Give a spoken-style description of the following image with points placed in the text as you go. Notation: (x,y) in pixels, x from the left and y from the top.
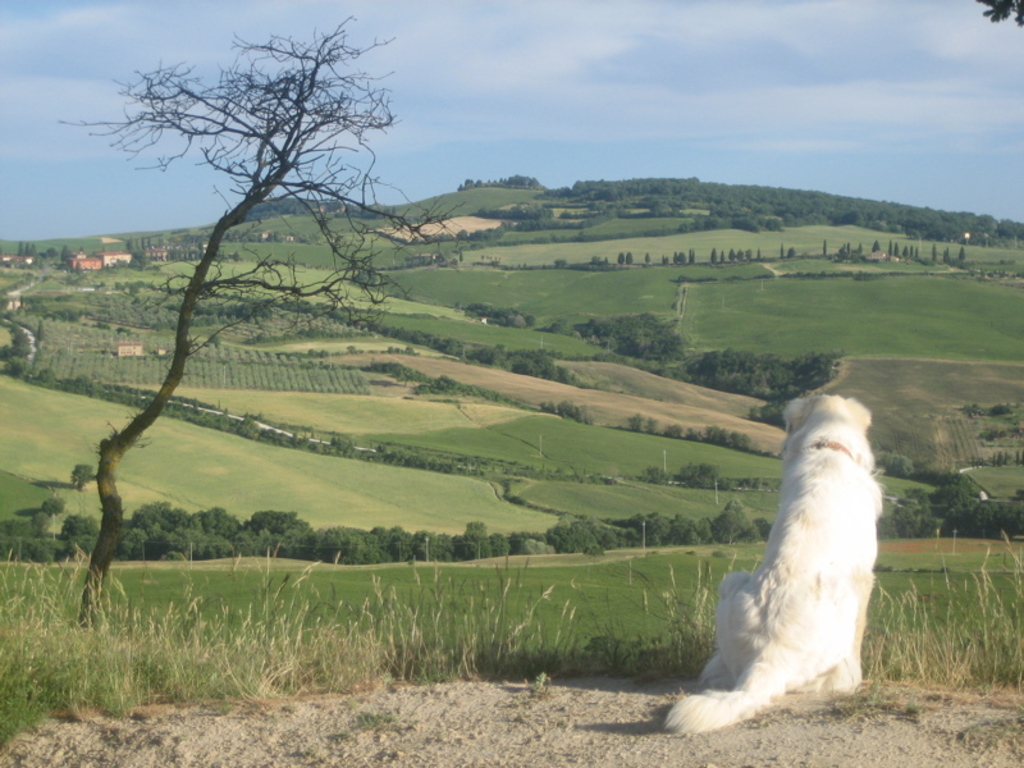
As we can see in the image there is grass (466,611), trees (83,549), white color dog (820,546) and sky (577,15).
